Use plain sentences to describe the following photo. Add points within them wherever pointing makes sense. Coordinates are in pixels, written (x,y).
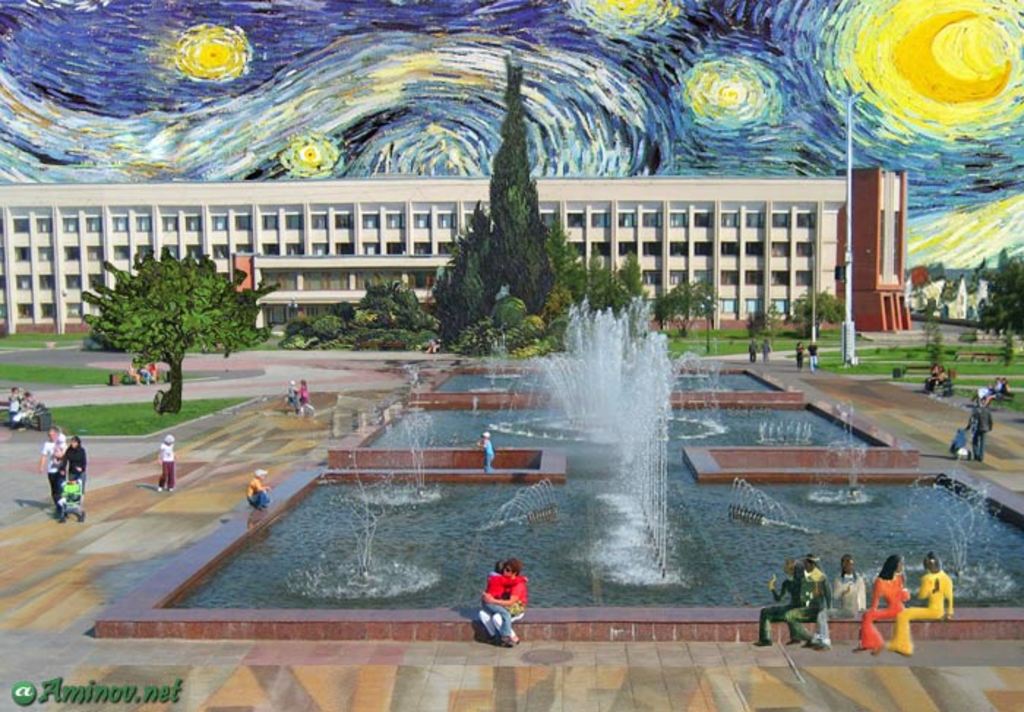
This is an edited image. At the center of the image (648,423) there are fountains (690,503) and few people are sitting and standing on the side wall (426,450) of a fountain (410,410) and a few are walking on the path (13,443), few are sitting on the benches (973,354). In the background (601,247) there is a building (34,261), trees (1011,265) and plants (288,324).
